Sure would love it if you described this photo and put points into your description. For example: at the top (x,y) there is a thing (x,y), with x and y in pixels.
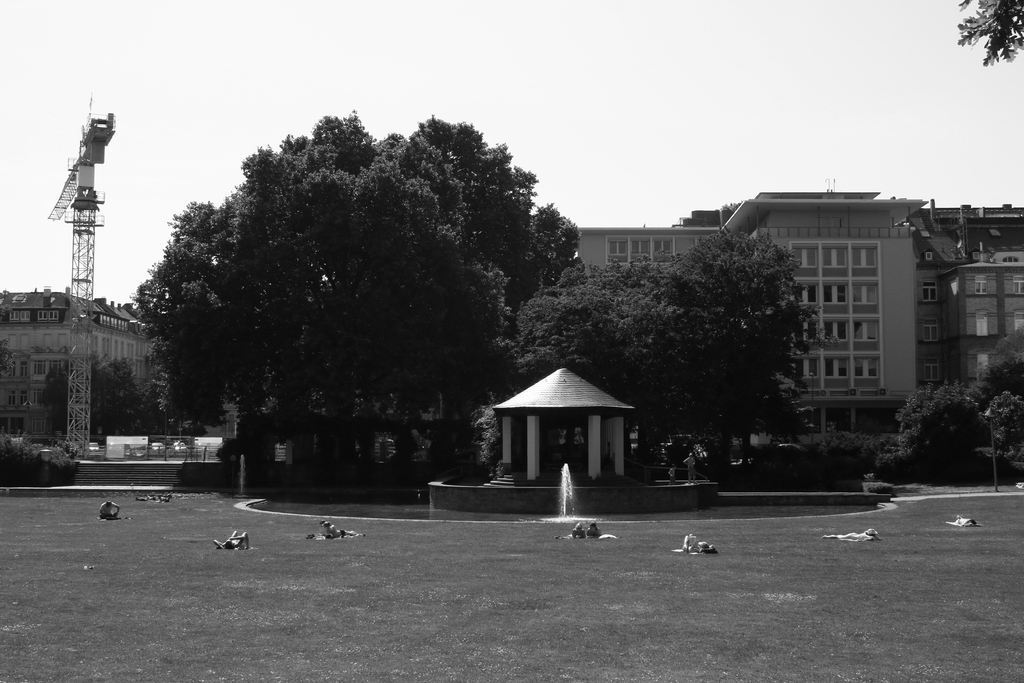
It is a black and white picture. In this picture there are trees (731,315), crane tower (86,353), steps (144,473), water fountain (566,496), shelter (587,458), buildings (967,259), people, sky (579,121) and objects (124,440).
